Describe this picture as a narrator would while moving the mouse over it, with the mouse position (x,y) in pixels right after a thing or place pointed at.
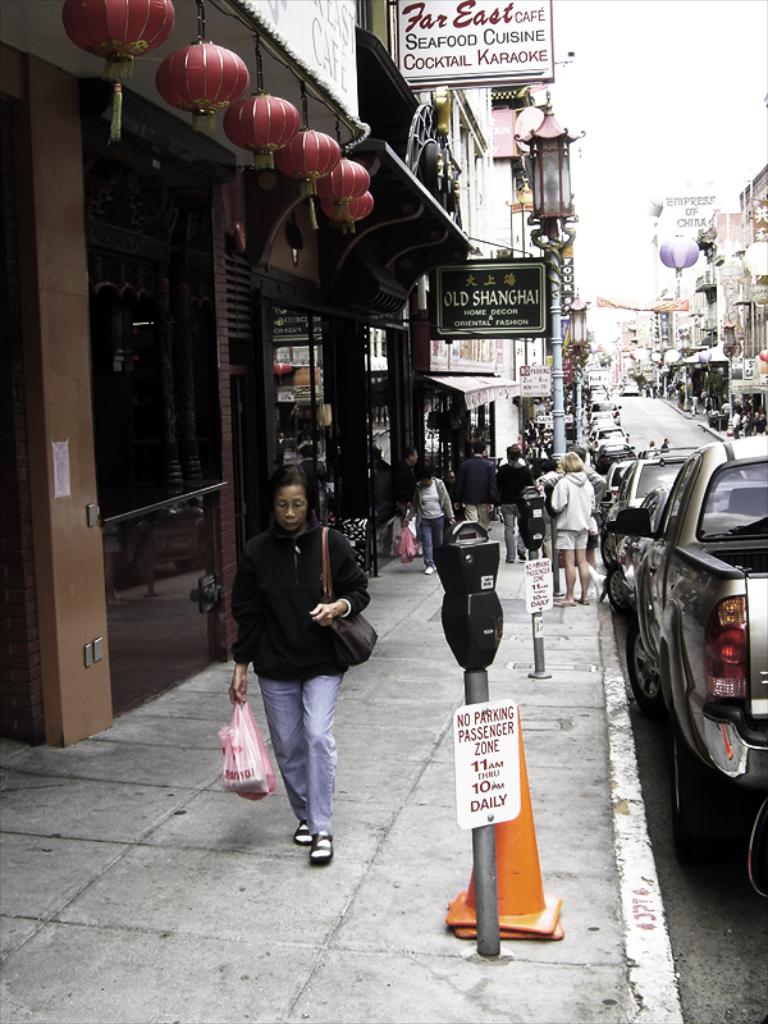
In this image we can see people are walking on the sidewalk (210,966). Here we can see car parking ticket machine (451,583), traffic cones (515,839), cars (760,587) parked here, buildings (17,355), boards (423,38), light poles (533,135) and sky (693,145) in the background (676,125).
